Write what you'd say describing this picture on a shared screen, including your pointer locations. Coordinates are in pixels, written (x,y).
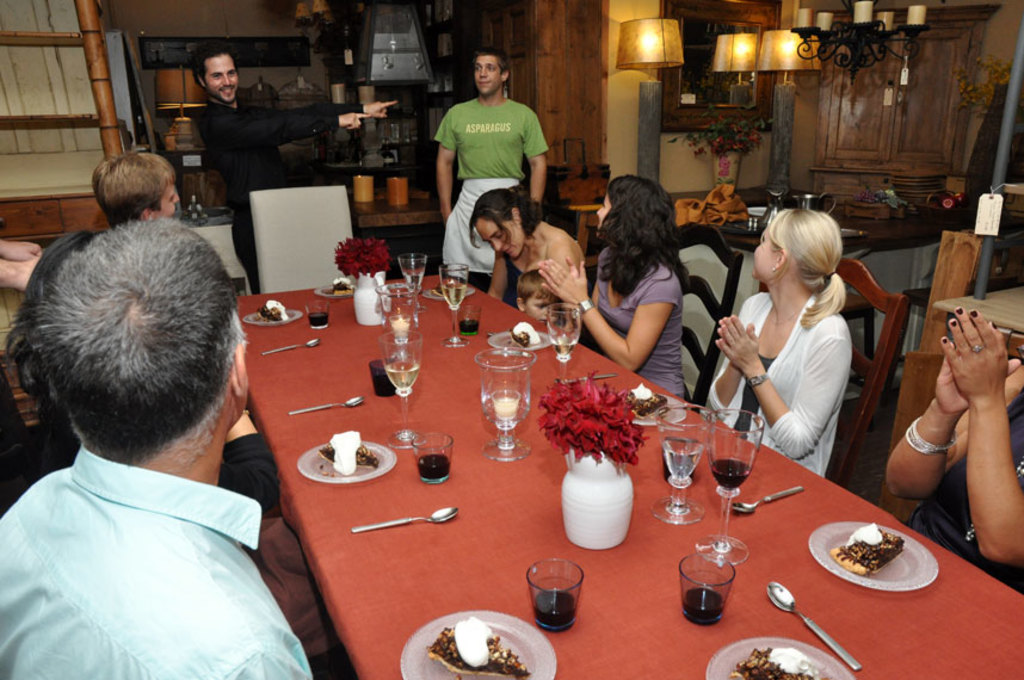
As we can see in the image there are few people (135,324) sitting on chairs (700,244) and there is a lamp (630,40), chandelier (848,54) and a table (458,460). On table (422,400) there are glasses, plates (338,476), spoons (446,514) and flower flask (592,473).
